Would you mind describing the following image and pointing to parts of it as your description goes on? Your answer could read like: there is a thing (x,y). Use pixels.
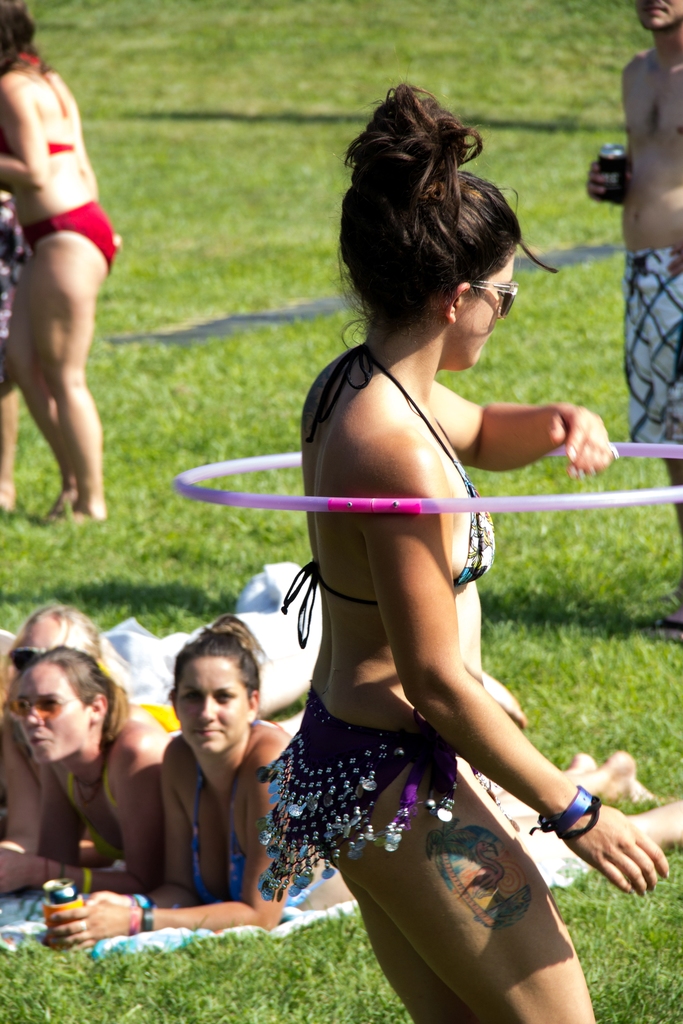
In this image there is a girl (488,458) performing hula hoops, behind the girl (421,663) there are a few people (45,190) standing and there are few women (145,735) laid on the surface of the grass (131,544).
